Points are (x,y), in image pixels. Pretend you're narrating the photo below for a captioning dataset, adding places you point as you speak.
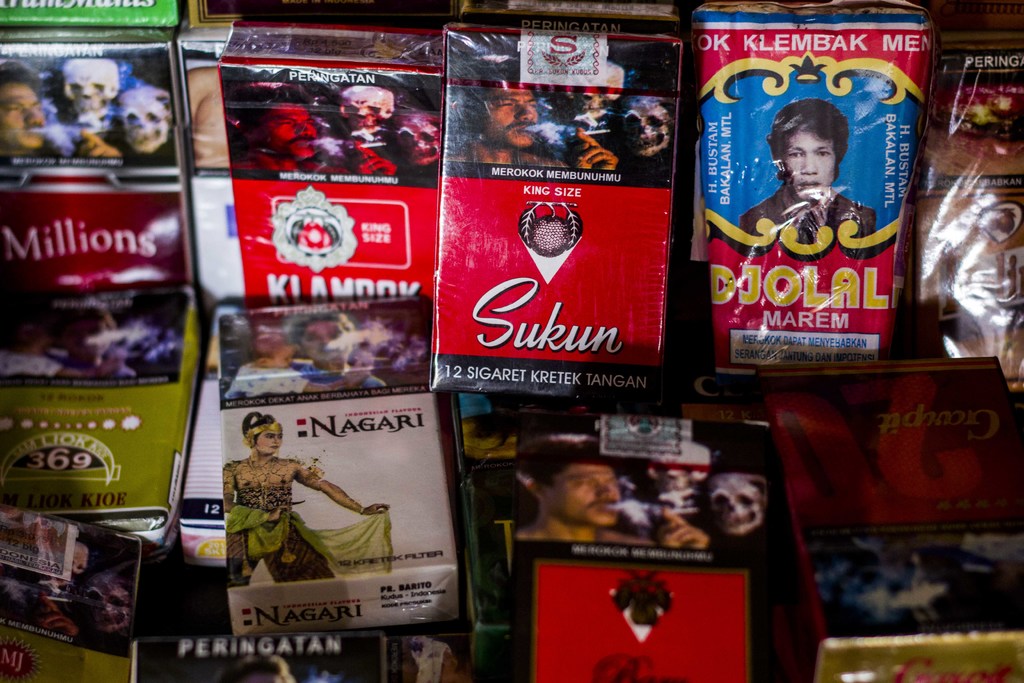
Here in this picture we can see some cigarette packs (515,218) present over there.
